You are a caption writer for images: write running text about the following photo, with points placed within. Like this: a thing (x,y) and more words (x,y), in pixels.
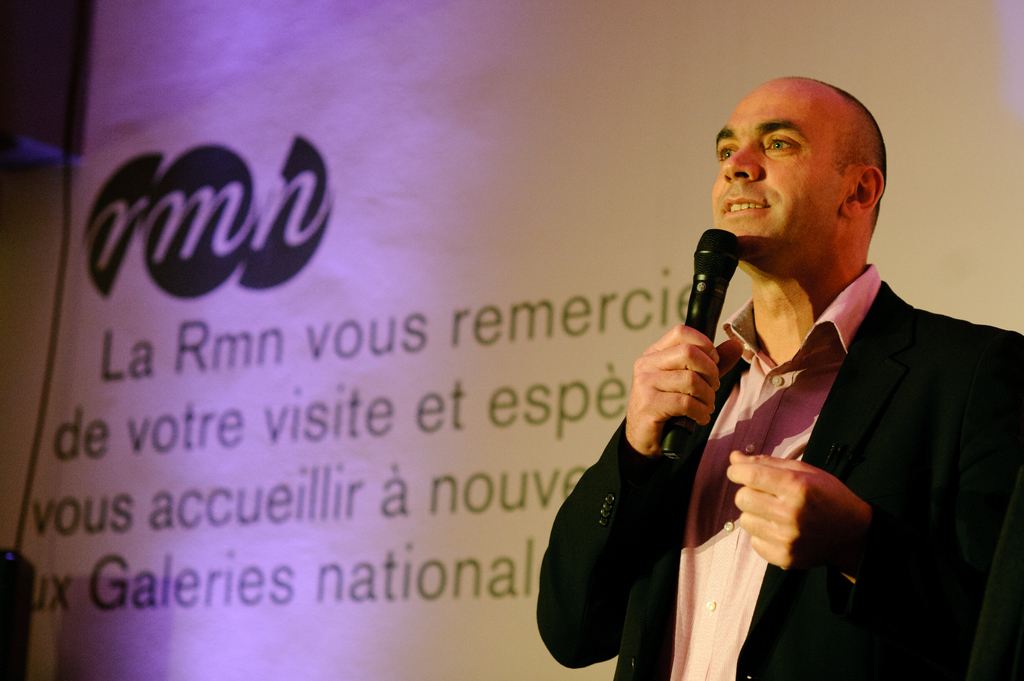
This picture shows a man (712,566) standing here, wearing a coat (850,589) and holding a mic (728,269) in his hand (638,444). He's smiling. In the background (655,234) we can observe a screen (351,381) with some sentences (301,472) on it.
